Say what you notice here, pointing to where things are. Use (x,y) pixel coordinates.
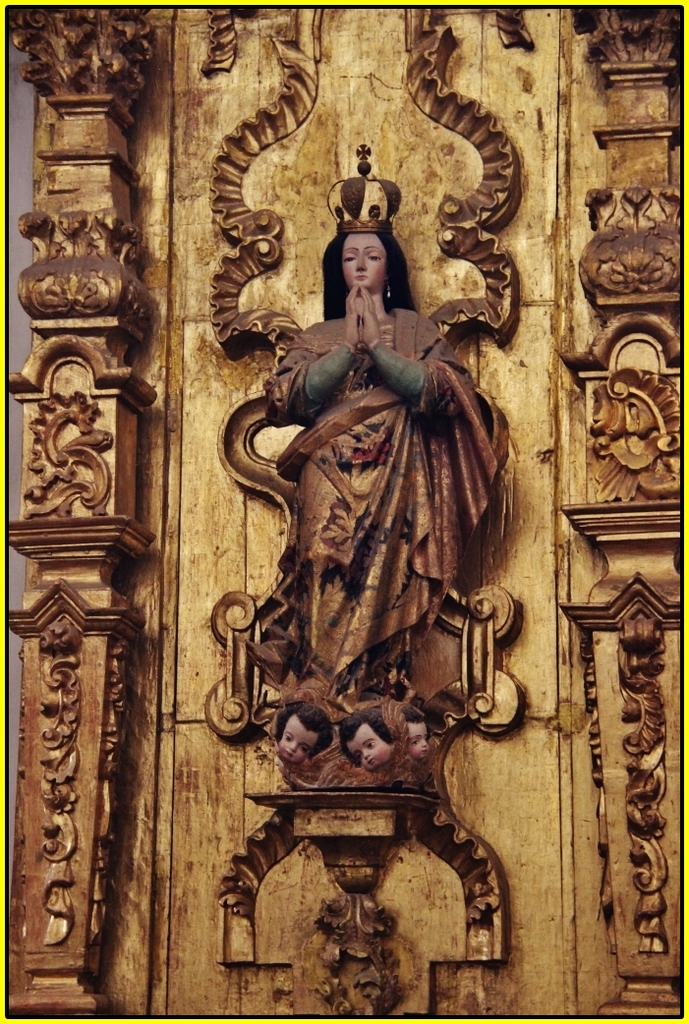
In this image we can see statue (342,621) to the wall (217,570) and sculptures (145,388) on the pillars (620,447).
